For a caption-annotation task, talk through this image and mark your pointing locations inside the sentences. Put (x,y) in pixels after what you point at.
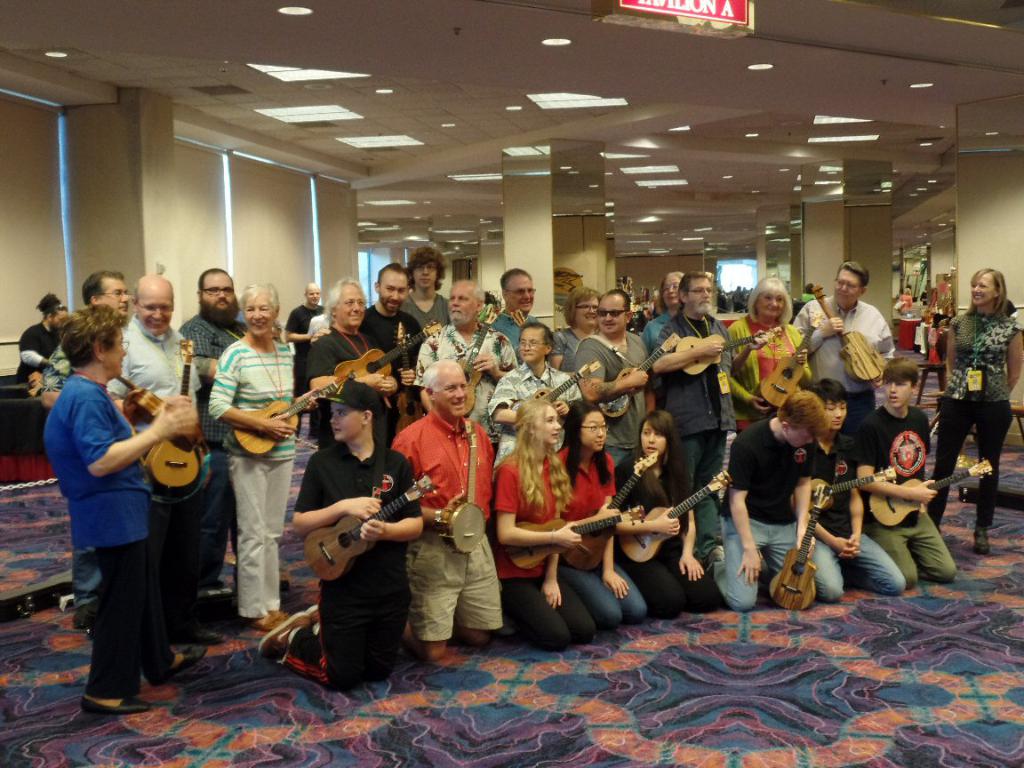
Group of people (163,332) are posing to camera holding small guitars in their hands (279,430).
